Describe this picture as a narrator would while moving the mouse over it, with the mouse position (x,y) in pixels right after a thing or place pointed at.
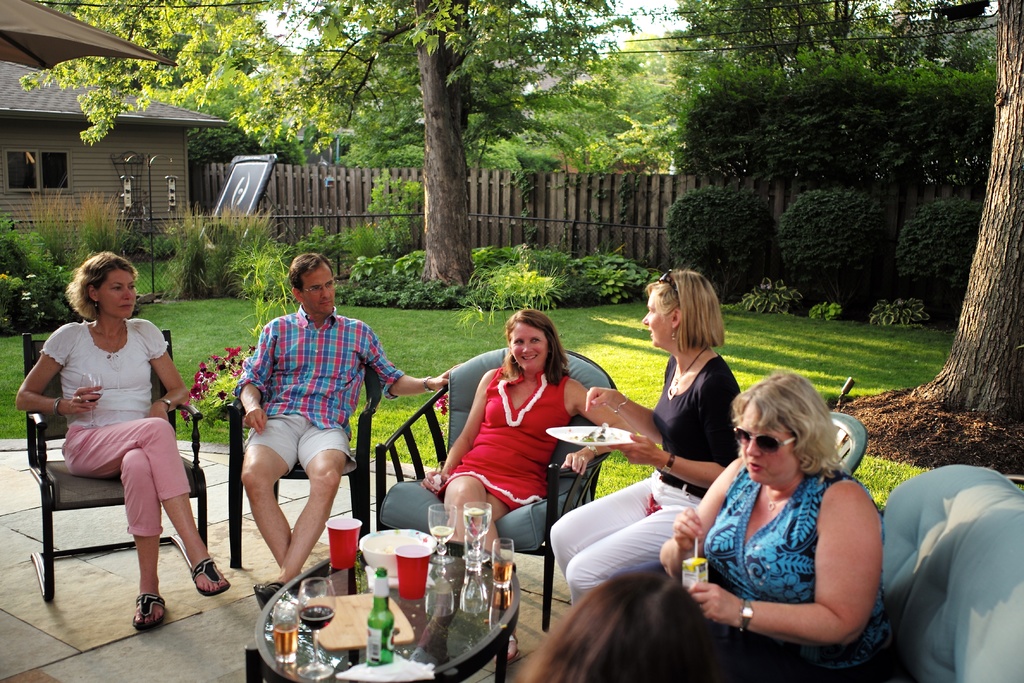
In the image there is a man (308,354) and woman (528,439) sat on chairs (890,586) in front of them there is table (325,578) with beer glasses (507,563) and beer bottle (378,619). Backside of them it's lawn (417,317) covered with grass (842,346), plants (818,235) and trees (431,145). There is a fence (591,201) over the back (608,197) side and over the left side (21,169) there is home (74,187).
